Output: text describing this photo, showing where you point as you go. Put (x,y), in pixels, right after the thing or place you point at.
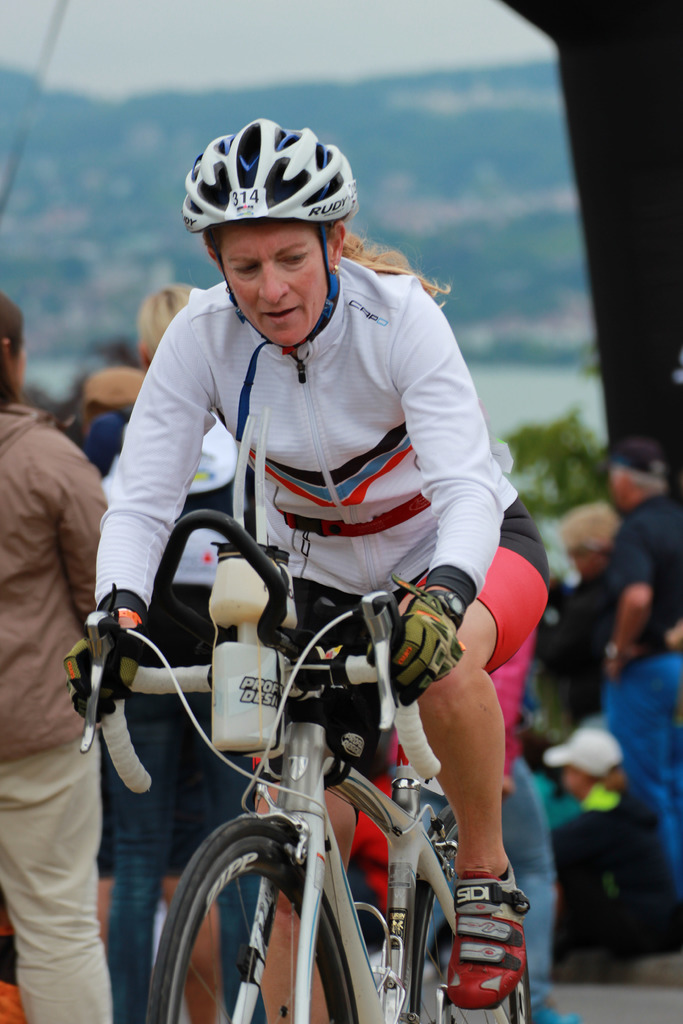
In this picture we can see a woman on the bicycle (296,860). She wear a helmet (301,190). On the background (101,372) we can see some persons (590,687) standing on the road (632,996).
